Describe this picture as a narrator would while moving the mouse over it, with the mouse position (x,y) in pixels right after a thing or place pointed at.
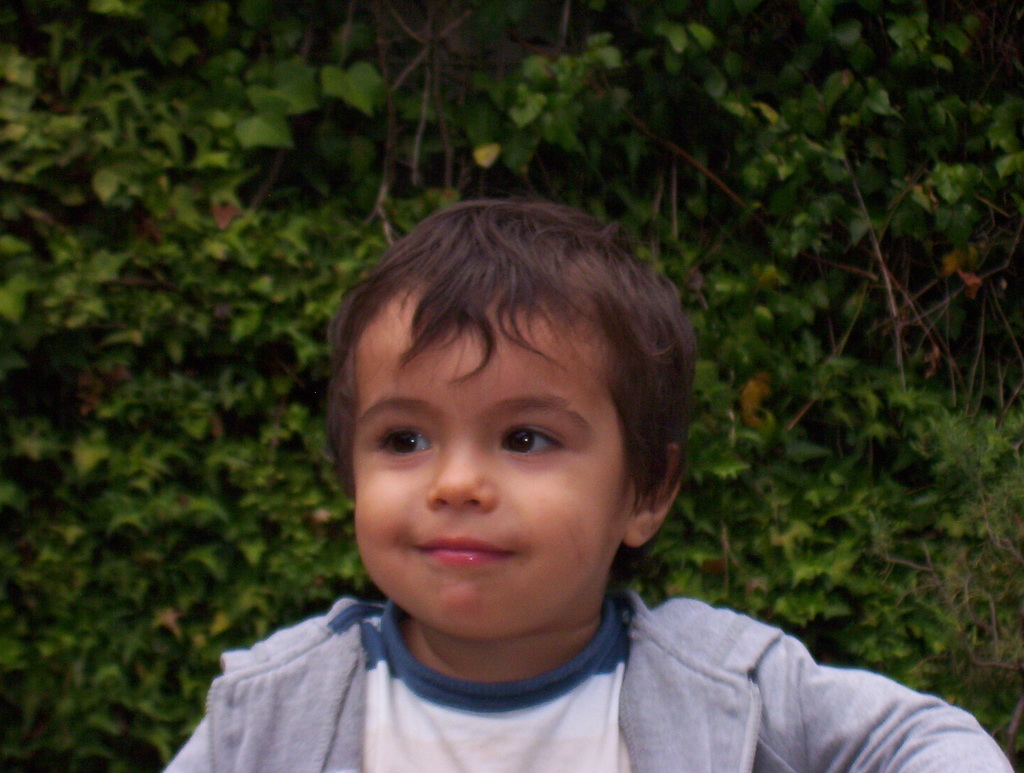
This image is taken outdoors. In the background (146,673) there are a few plants (788,480) with green leaves (272,173) and stems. In the middle of the image (423,479) there is a kid (468,616) and he is with a smiling face (456,537).
